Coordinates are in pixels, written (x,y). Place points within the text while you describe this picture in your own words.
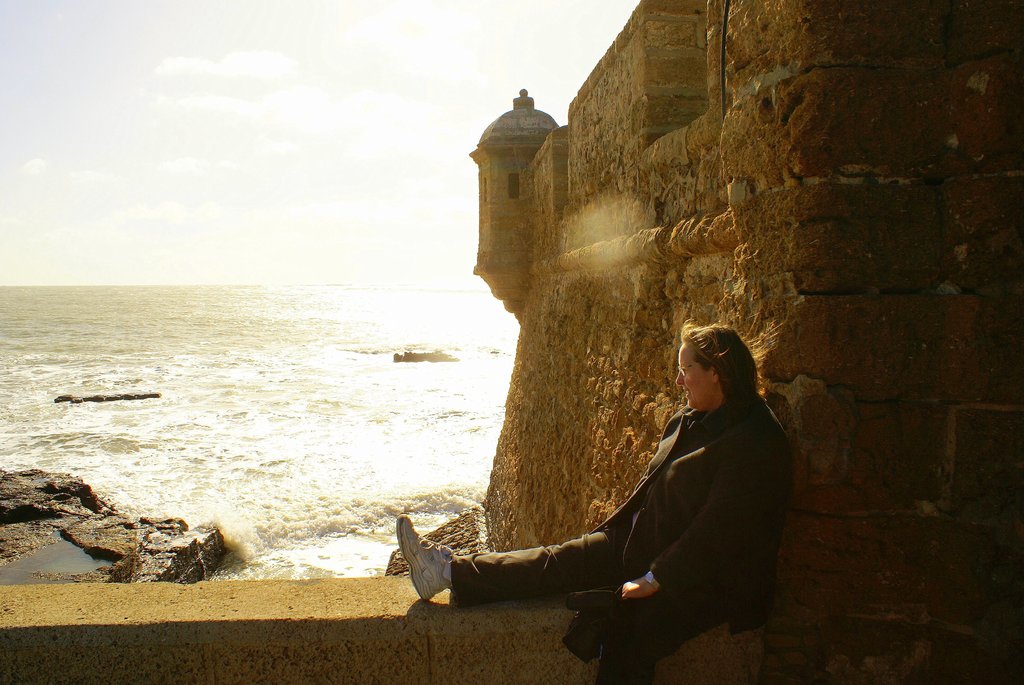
This image is taken outdoors. At the top of the image (200,155) there is the sky (323,191) with clouds (381,68). In the middle of the image (391,407) there is a sea (125,461) and there are a few rocks (66,485). On the right side of the image (707,128) there is an architecture (633,207) with brick walls (657,268). A person (680,509) is sitting on the wall (277,650).
